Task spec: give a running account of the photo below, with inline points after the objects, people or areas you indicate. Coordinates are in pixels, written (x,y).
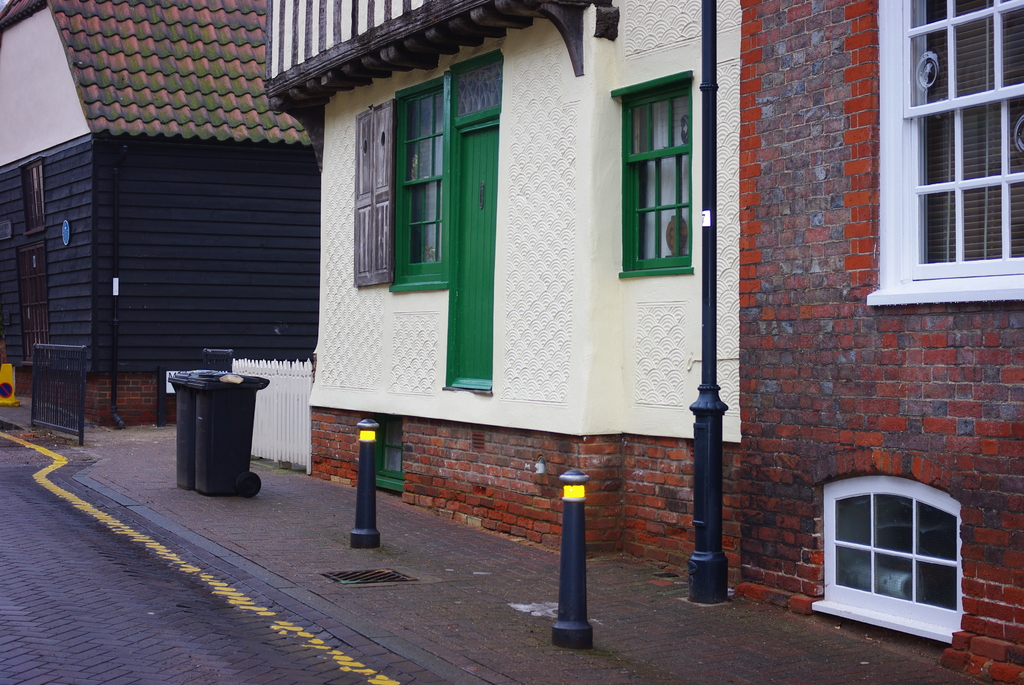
In this picture I can see there is a walkway (671,652) on to right and there are poles (369,523), a dustbin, there are few buildings (502,308). They have doors (482,228), windows (889,281) and there is a black railing (82,366) here on to left (81,350).
